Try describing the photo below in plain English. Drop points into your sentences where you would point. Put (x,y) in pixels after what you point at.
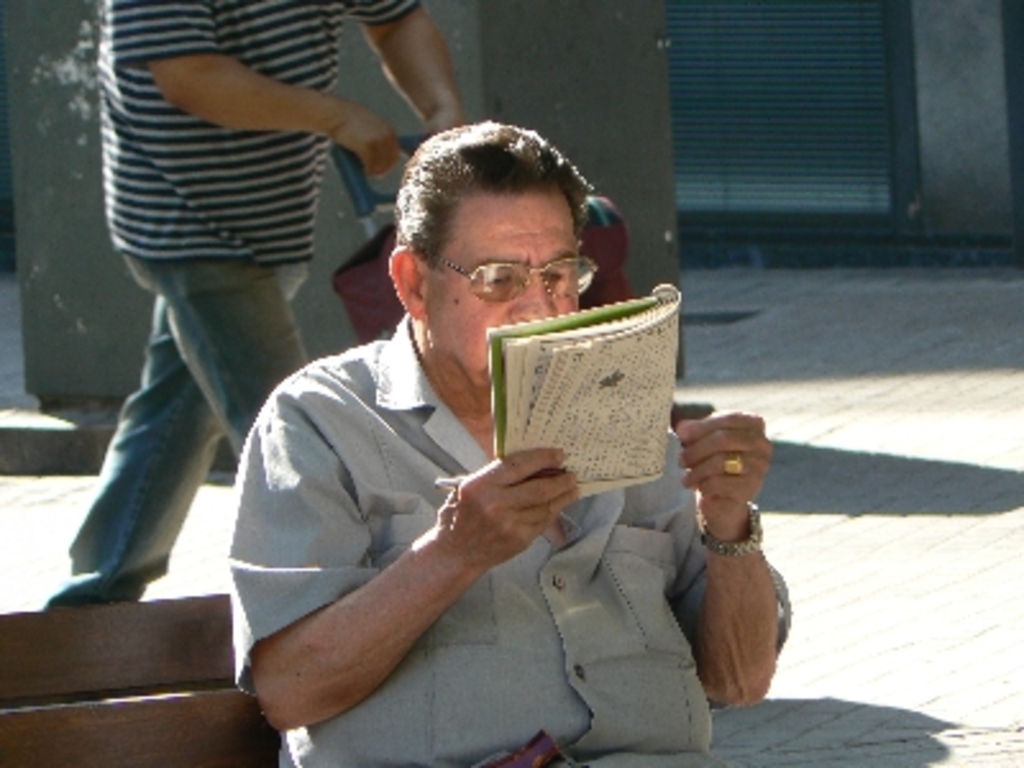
There is one man (441,626) sitting on a bench (227,679) and holding a book (555,376) as we can see at the bottom of this image (422,638). There is one other person (231,176) walking and holding a bag (360,196) is on the left side of this image (158,213) and we can see a wall (555,74) in the background (675,111).
